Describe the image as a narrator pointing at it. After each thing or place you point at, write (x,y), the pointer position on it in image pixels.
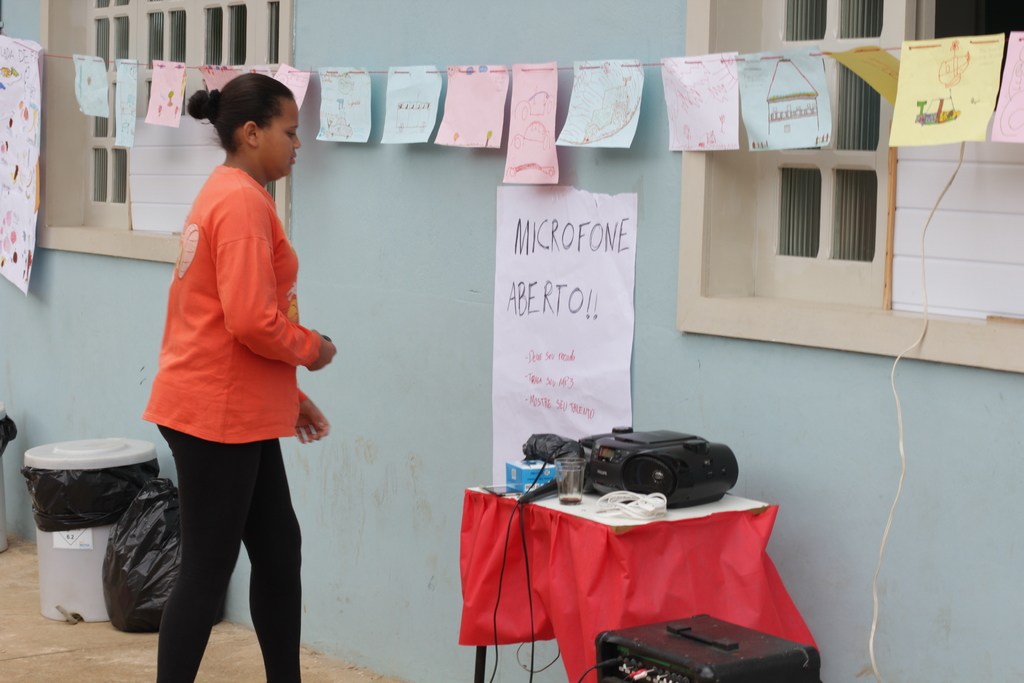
In this image, we can see a lady (176,317) standing and in the background (409,117), there are papers (284,79) hanging on the rope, some bins (45,444) and bags (126,508) and there are windows (249,50) on the wall (488,235) and there is a poster (631,276) and we can see a glass (558,477), cables (659,509) and some other objects (533,489) and a cloth (551,577) are on the stand (478,657). At the bottom (668,655), there is a black color object (666,643) and a floor (49,663).
